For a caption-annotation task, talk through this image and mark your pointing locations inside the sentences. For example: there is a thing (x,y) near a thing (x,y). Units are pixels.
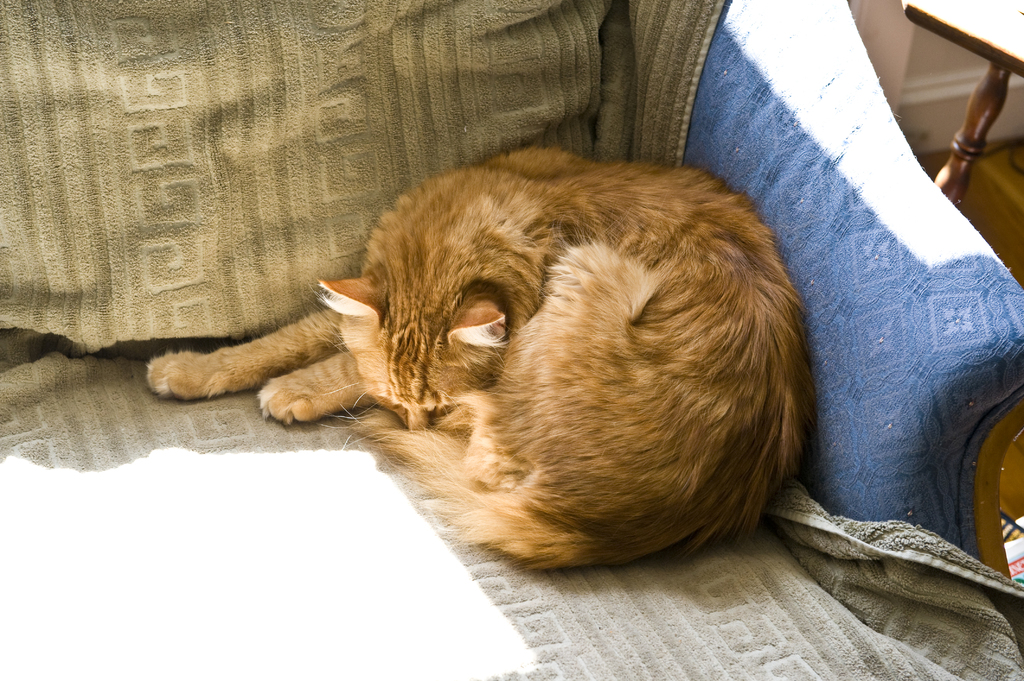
In this image I can see the brown color cat (477,341) on the couch (141,123). To the side I can see the table (1017,62).
